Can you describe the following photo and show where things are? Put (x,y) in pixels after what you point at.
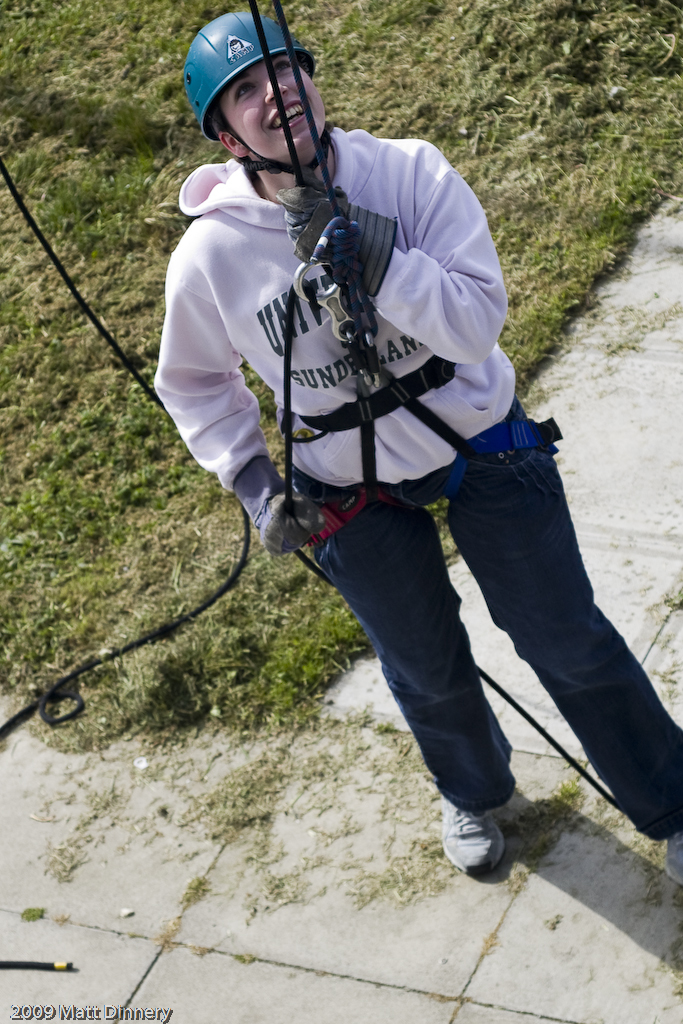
In this image I can see a woman (187,281) is standing and I can see she is wearing hoodie (282,239), gloves (364,260), jeans (423,585) and shoes (479,828). I can see she is wearing a helmet (225,82) and on her dress (350,399) something is written. I can see she is holding a rope (324,244) and in the background (107,565) I can see grass (127,609) and one more rope (56,720).
